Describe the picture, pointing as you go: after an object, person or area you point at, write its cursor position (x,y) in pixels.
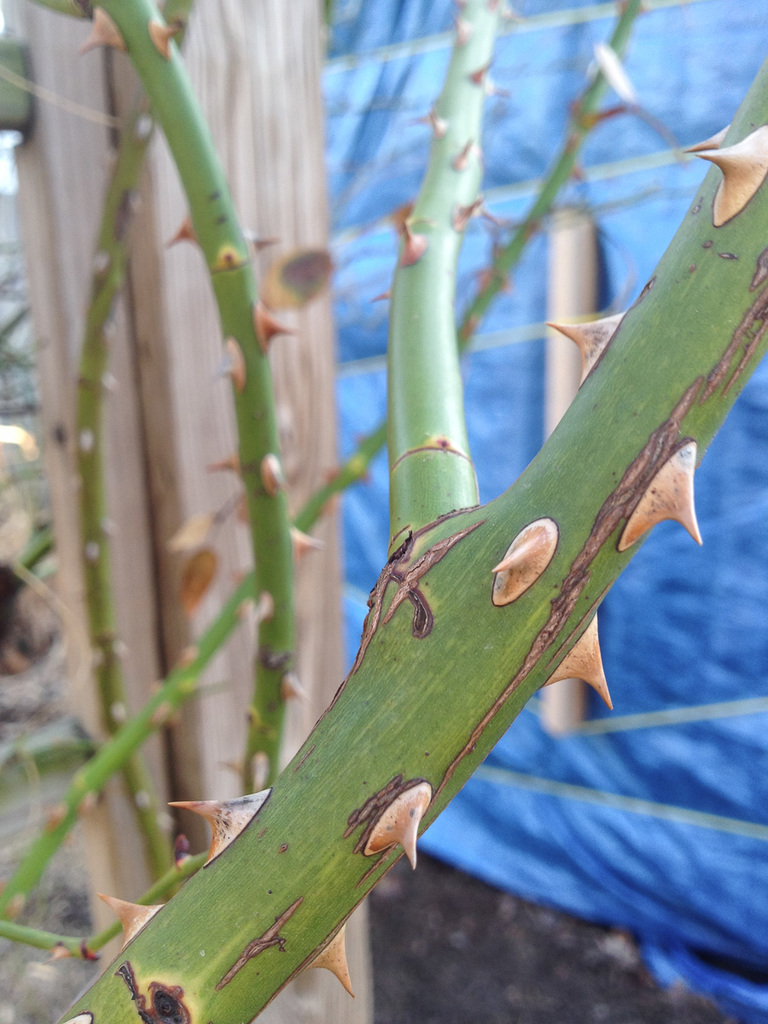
In this image we can see the thorny stems (252,450). In the background (637,855) we can see the blue color cover (671,615). We can also see the soil (475,957).
